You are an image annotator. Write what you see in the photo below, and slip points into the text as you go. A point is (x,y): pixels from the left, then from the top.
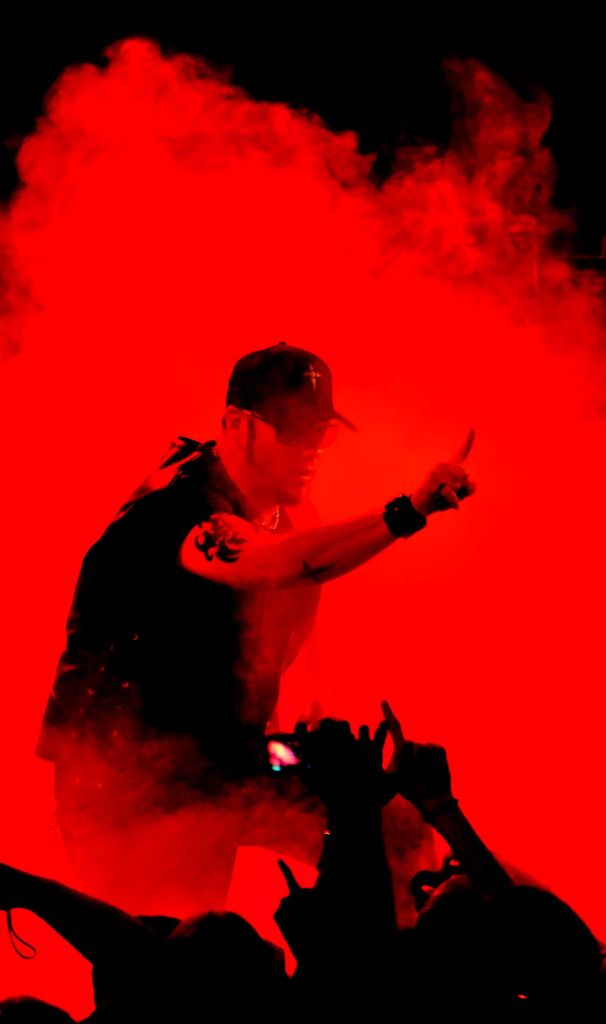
This picture shows a man (249,505), He wore a cap (306,408) on his head (278,435) and we see smoke (481,342) and audience (247,943), few of them taking pictures with their mobiles (288,765) and we see red color lighting (232,194) and a black background.
